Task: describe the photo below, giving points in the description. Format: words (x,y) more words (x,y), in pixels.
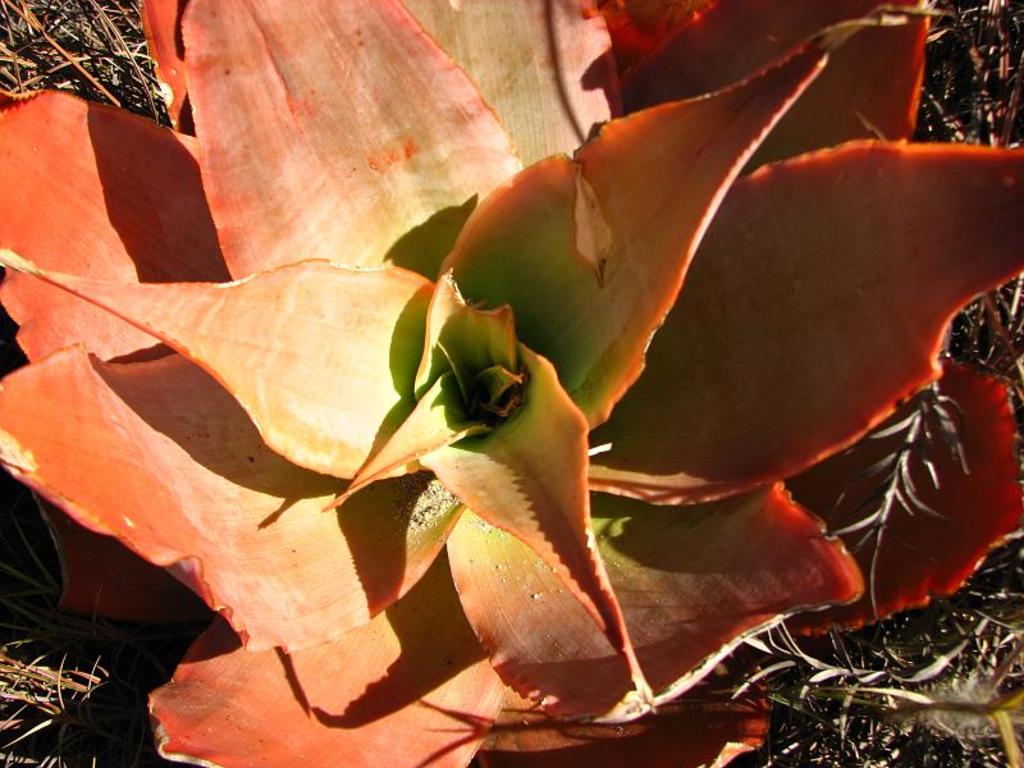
In this image, I can see a coral aloe plant (252,300). In the background (130,66), there is grass (900,712).
